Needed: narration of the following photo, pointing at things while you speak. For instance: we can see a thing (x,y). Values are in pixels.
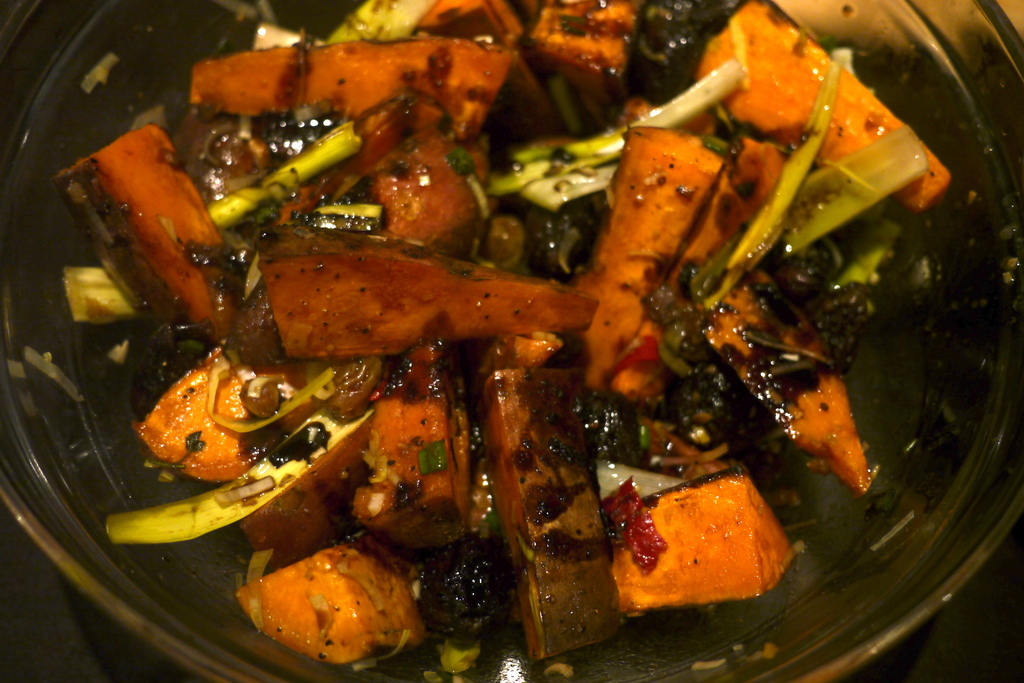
In this image I can see the food (393,439) in the bowl (360,376). I can see the food (525,613) is in green and an orange color. It is on the black color surface (65,630).
